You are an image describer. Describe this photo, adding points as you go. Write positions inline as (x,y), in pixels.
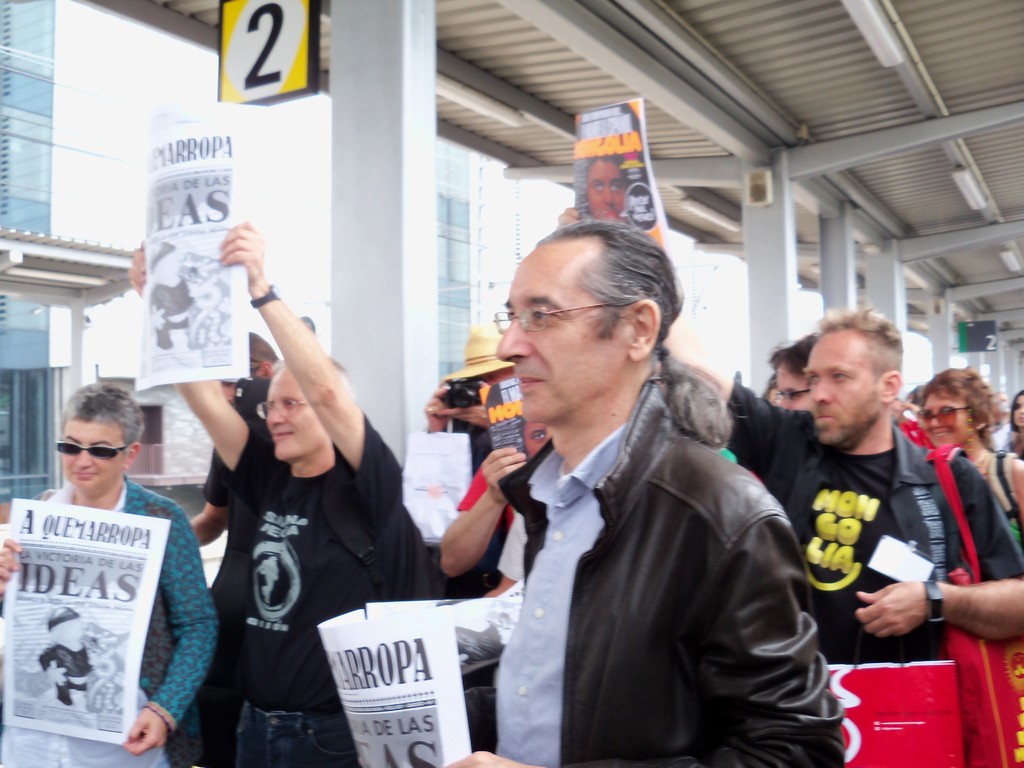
In this image I can see the group of people (627,621) with different color dresses (764,625). I can see few people (604,642) are holding the papers (39,658). In the background (245,60) I can see the board (253,83) and the wall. I can see these people (242,604) are under the shed (562,78).
